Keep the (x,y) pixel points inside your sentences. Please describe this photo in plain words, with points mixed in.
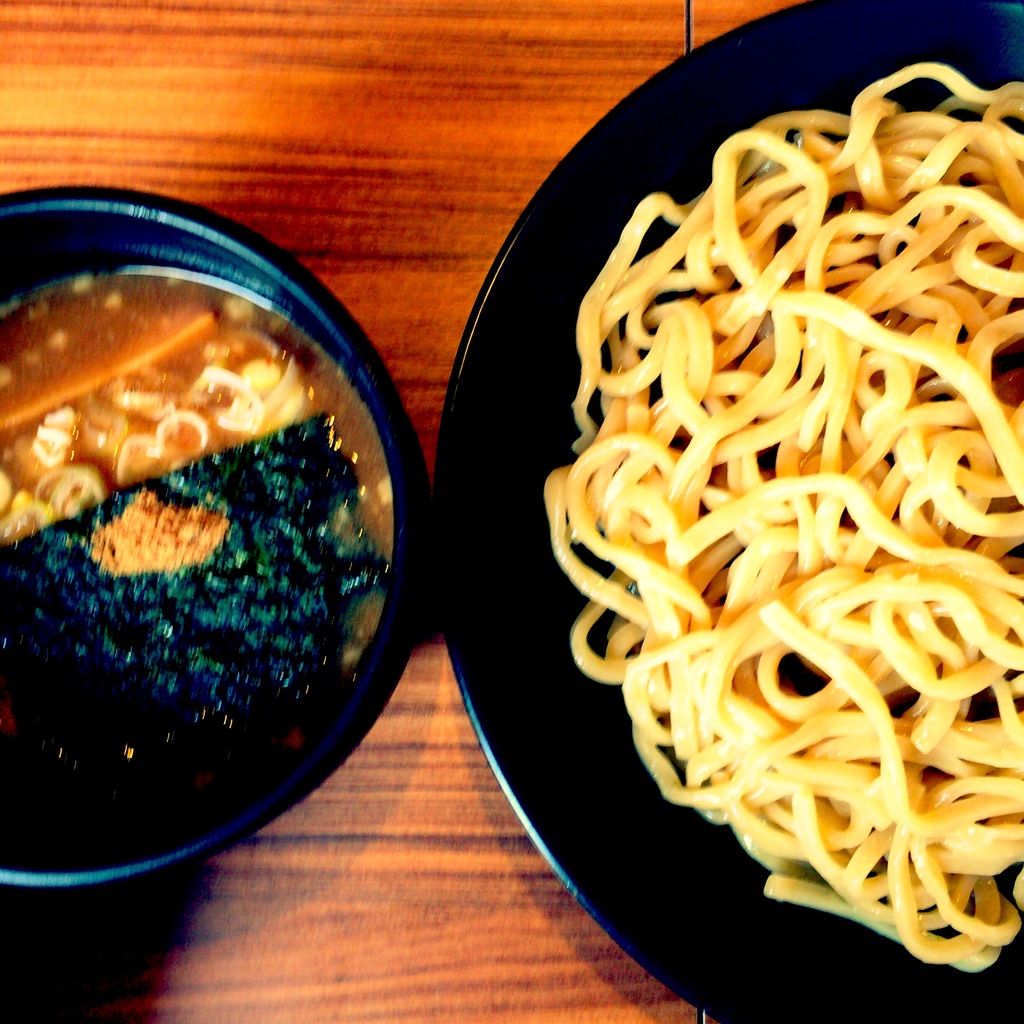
This image consist of food (206,407) which is in the center (659,574).
